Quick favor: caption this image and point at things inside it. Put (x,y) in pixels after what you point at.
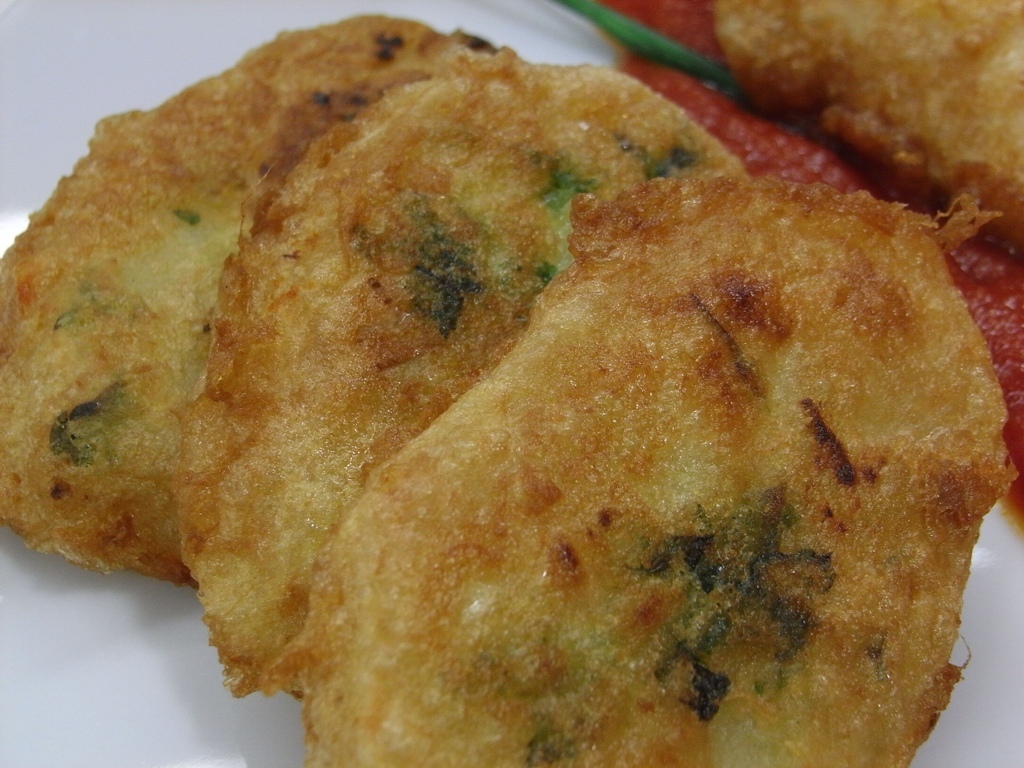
In this picture we can see food (549,185) and it is looks like sauce (830,152).
